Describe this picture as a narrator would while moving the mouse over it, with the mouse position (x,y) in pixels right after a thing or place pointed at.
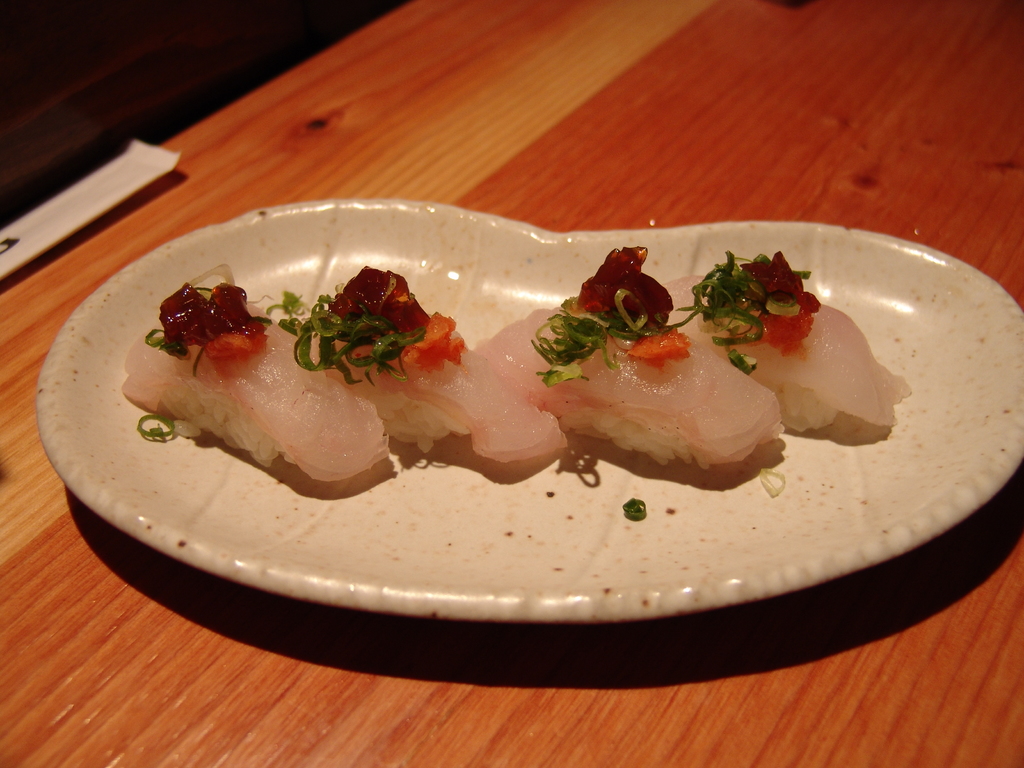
In this image we can see some food item (382,426) which is in the plate (377,500) which is of white color is on the wooden surface (652,95).
